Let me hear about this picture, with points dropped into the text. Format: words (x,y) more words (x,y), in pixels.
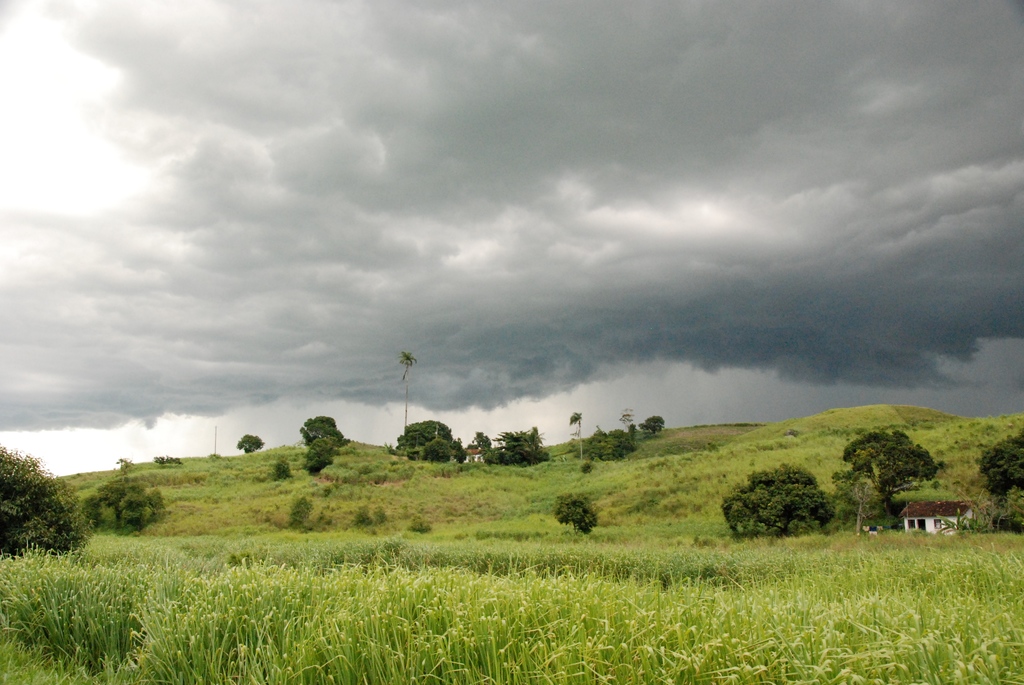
In this image we can see trees (594,437), grass (521,555), houses (963,505), sky (611,426) and clouds (345,209).
